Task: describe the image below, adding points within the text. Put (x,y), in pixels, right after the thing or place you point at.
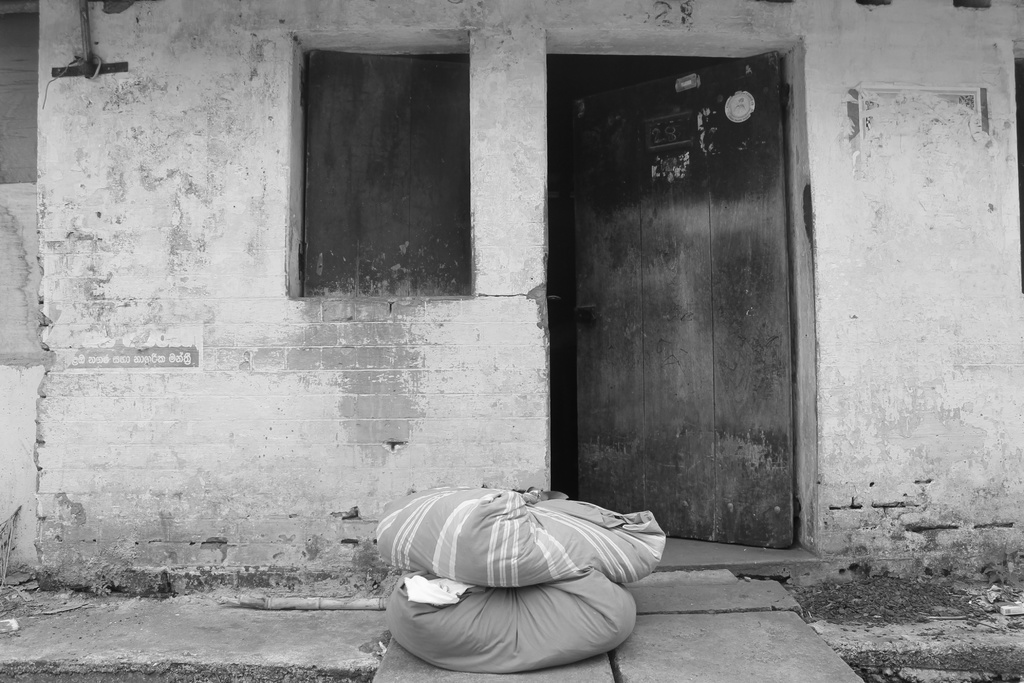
In this picture we can see black and white photo of the house wall (390,362) with a door (687,480) and window (347,228). In the front (447,611) bottom side we can see two cloth sack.
